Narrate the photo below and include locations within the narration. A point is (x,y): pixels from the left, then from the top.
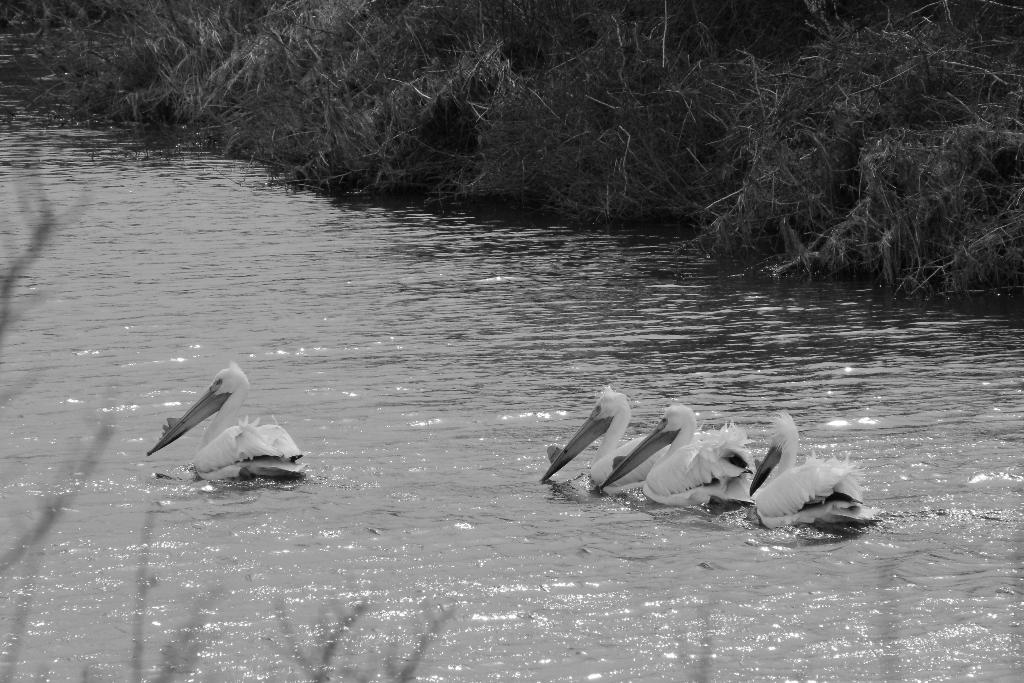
This is the black and white image and we can see some birds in the water (393,282) and we can see the grass (886,124) at the top of the image (270,11).
